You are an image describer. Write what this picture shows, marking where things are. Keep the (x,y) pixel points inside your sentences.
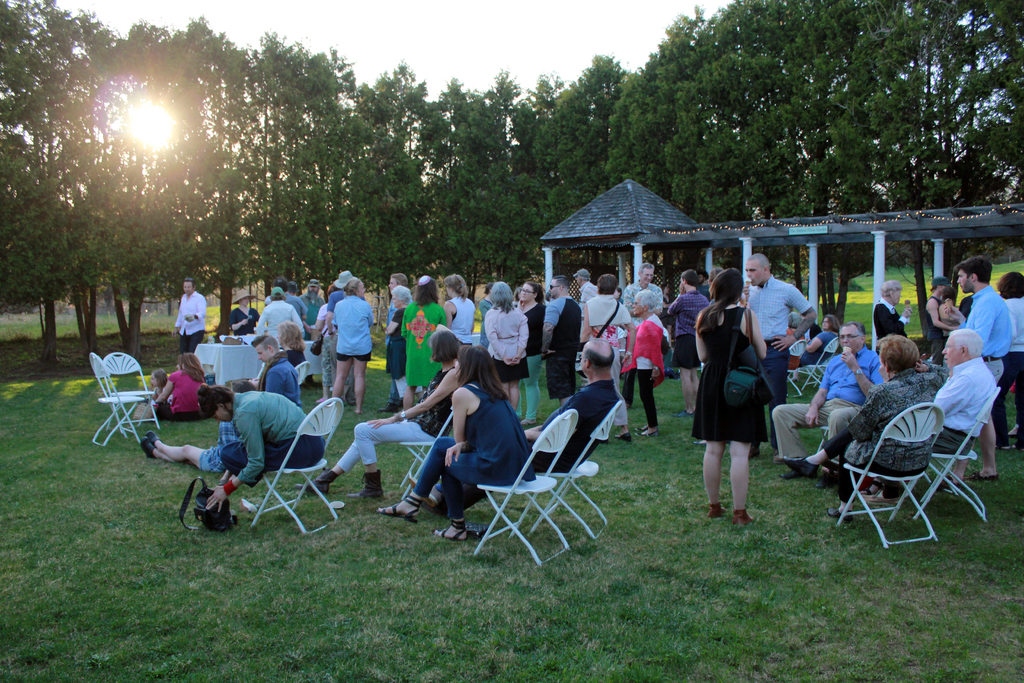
In this picture there are a group a people (390,419) sitting on the chair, there are also some people (745,296) standing. In the backdrop (472,116) there are trees (235,105), sky (494,35) and sun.
